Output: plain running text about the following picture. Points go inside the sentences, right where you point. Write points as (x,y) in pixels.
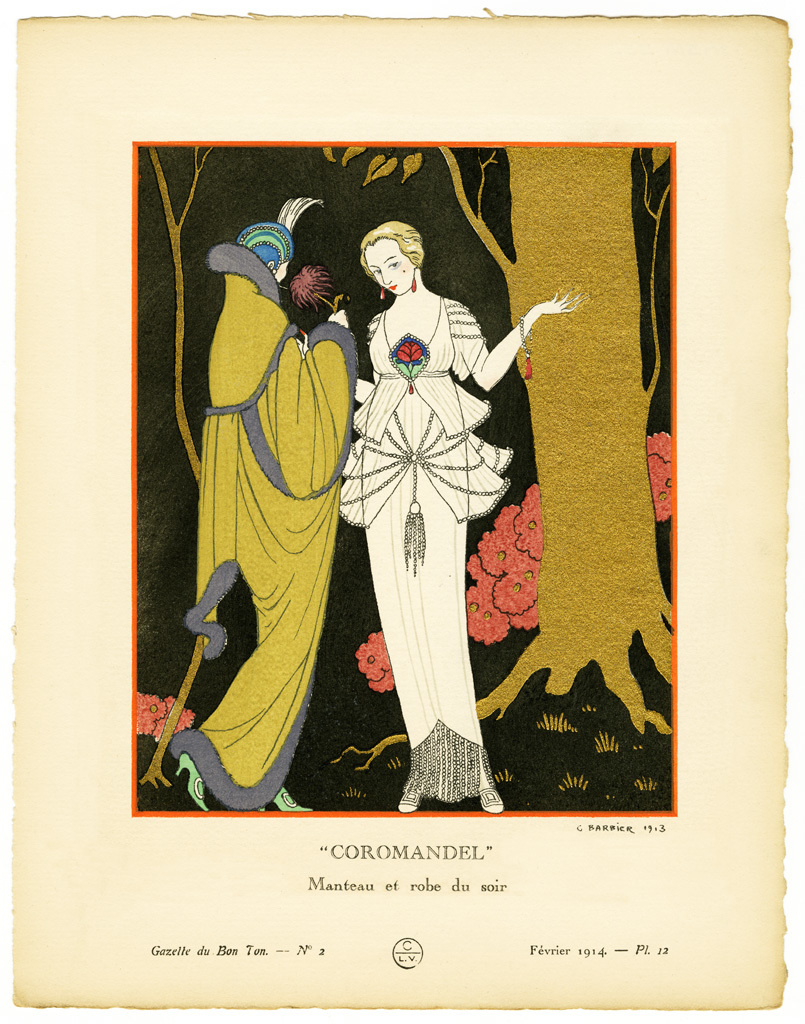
In the picture we can see a magazine (373,874) with a painting (660,770) of woman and some person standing beside her and under the picture we can see a name Coromandel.
